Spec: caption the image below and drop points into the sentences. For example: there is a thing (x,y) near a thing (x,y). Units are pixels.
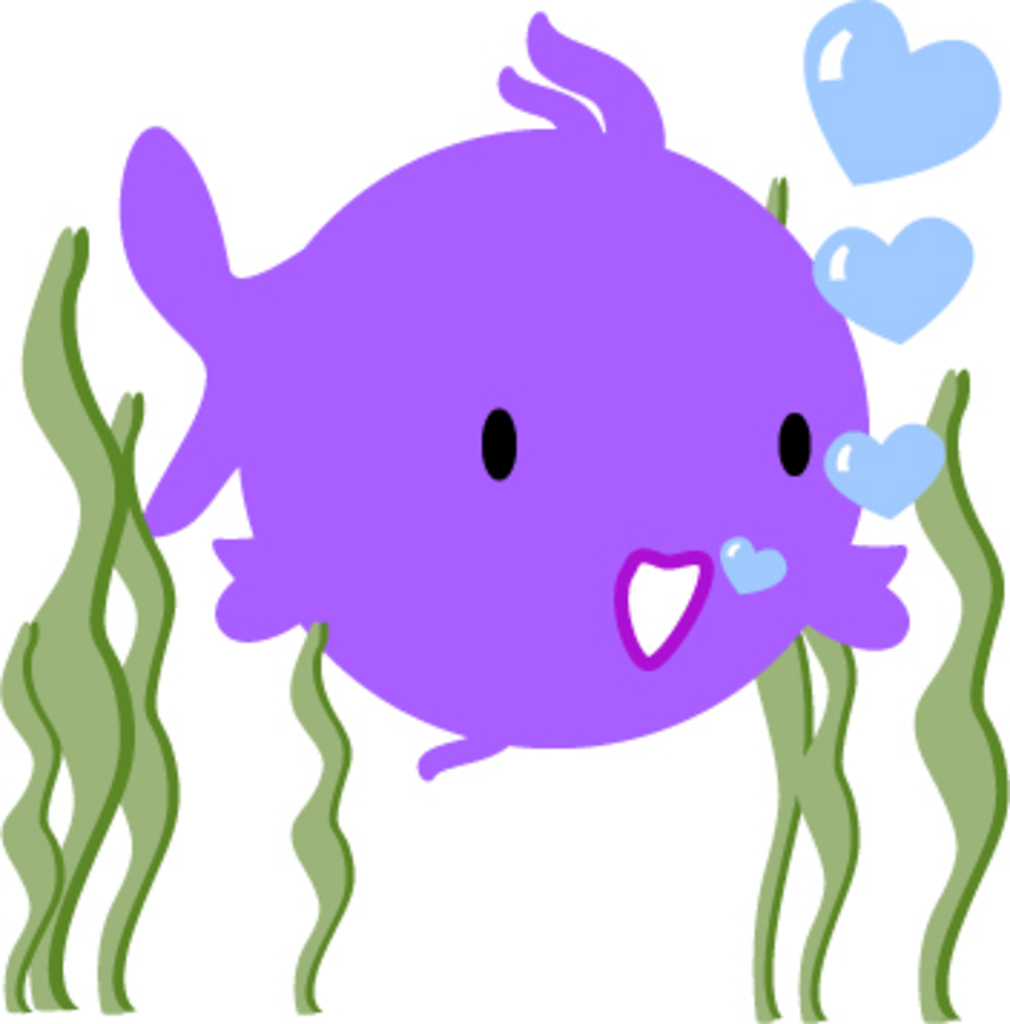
In this image I can see the cartoon fish (575,565) which is in purple color. On both sides I can see the grass (858,823) and there is a white background (228,694).
